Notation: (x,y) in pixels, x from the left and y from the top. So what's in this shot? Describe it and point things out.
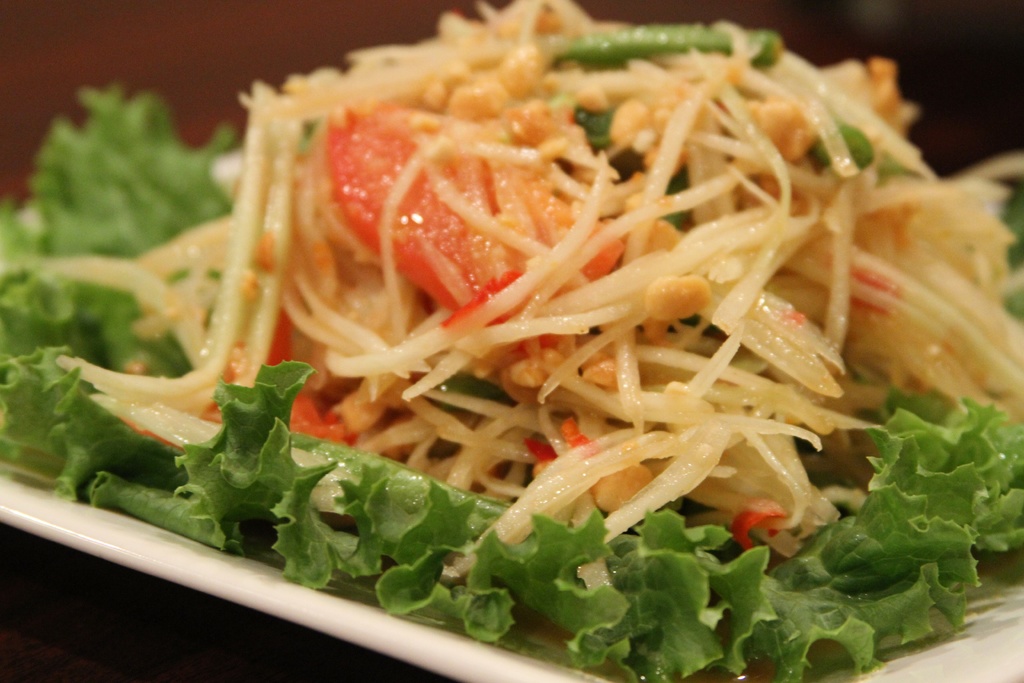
In this image, I can see a food item (275,458) in a plate (262,580). There is a blurred background (965,109).
